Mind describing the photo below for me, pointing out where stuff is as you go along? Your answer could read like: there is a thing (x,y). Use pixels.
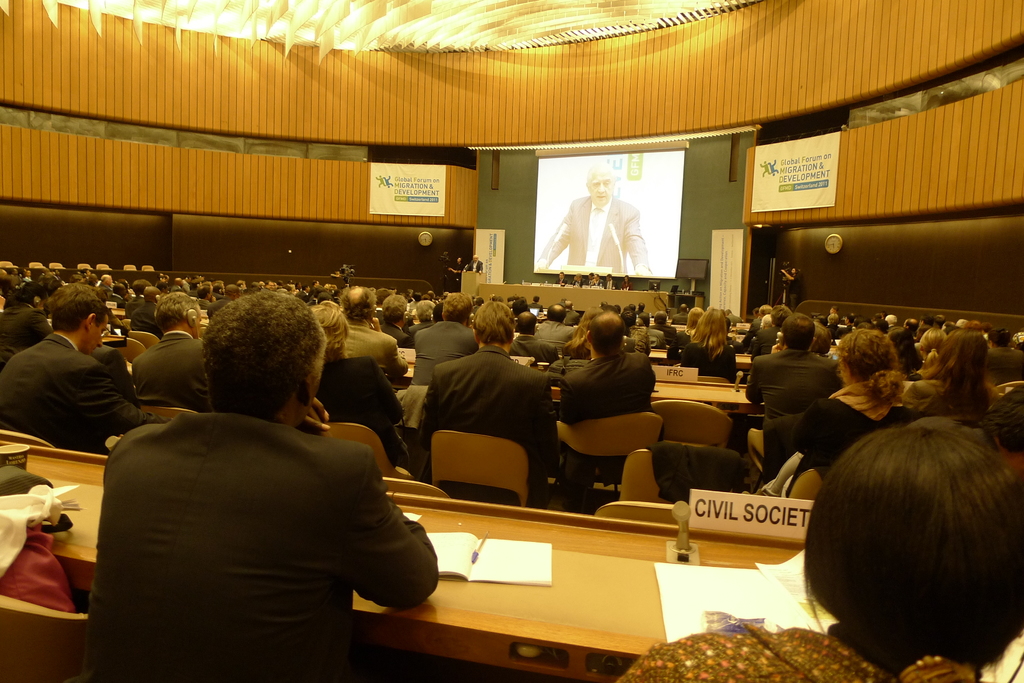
Most of the persons (693,324) are sitting on a chair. Screen (579,210) is on wall (510,218). Far the person (479,260) is standing. In-front of this person (474,272) there is a podium (469,283). These persons (586,281) are sitting. In-front of every person (428,317) there is a table (646,568), on this table (667,527) there are books (495,568) and pen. Banners (805,183) on wall (463,184).
